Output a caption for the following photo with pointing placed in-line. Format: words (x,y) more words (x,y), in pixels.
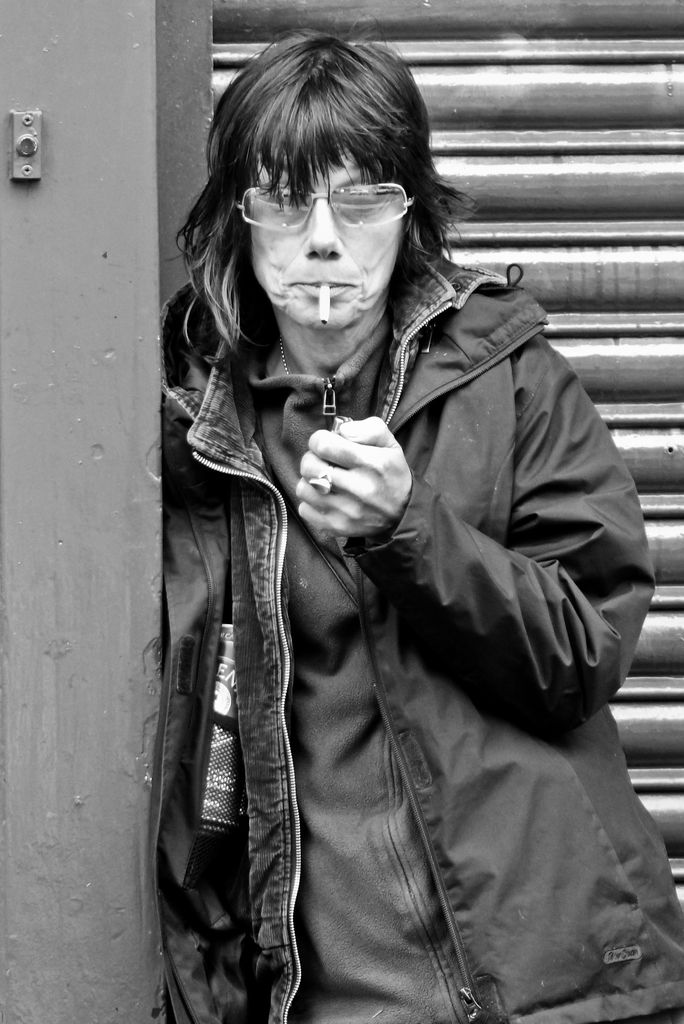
In this image there is a person (375,663) standing near the pillar (127,443). He is wearing spectacles (285,194). He is having a cigarette (329,306) in his mouth (317,288). He is holding a lighter (335,425). Background (573,79) there is a shutter (541,254).
